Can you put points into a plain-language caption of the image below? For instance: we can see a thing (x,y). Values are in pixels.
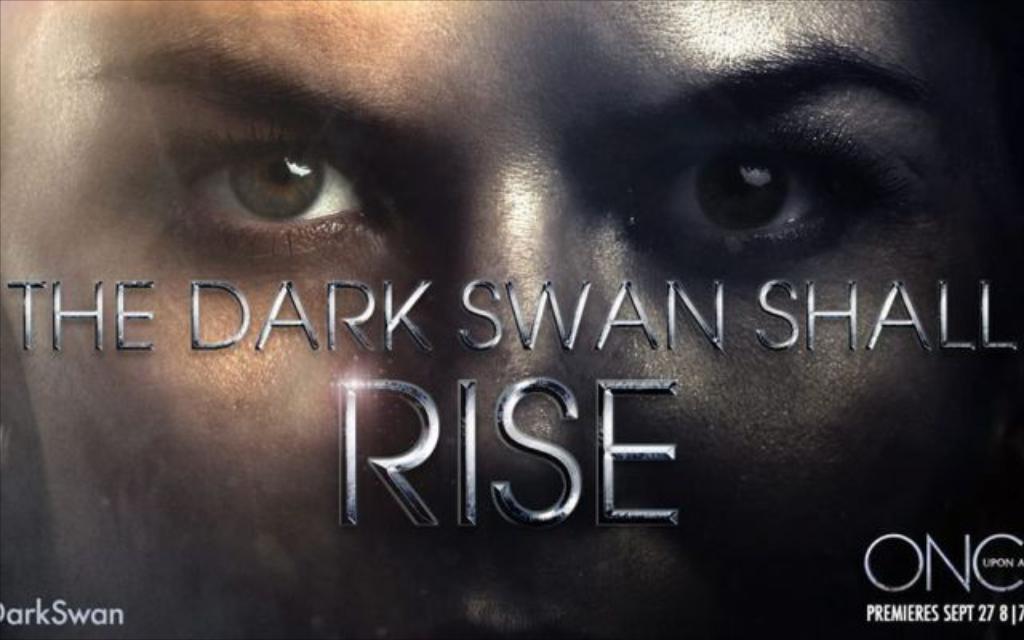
In this picture I can see a poster (370,279), on which I can see a person face (534,192) and some text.
